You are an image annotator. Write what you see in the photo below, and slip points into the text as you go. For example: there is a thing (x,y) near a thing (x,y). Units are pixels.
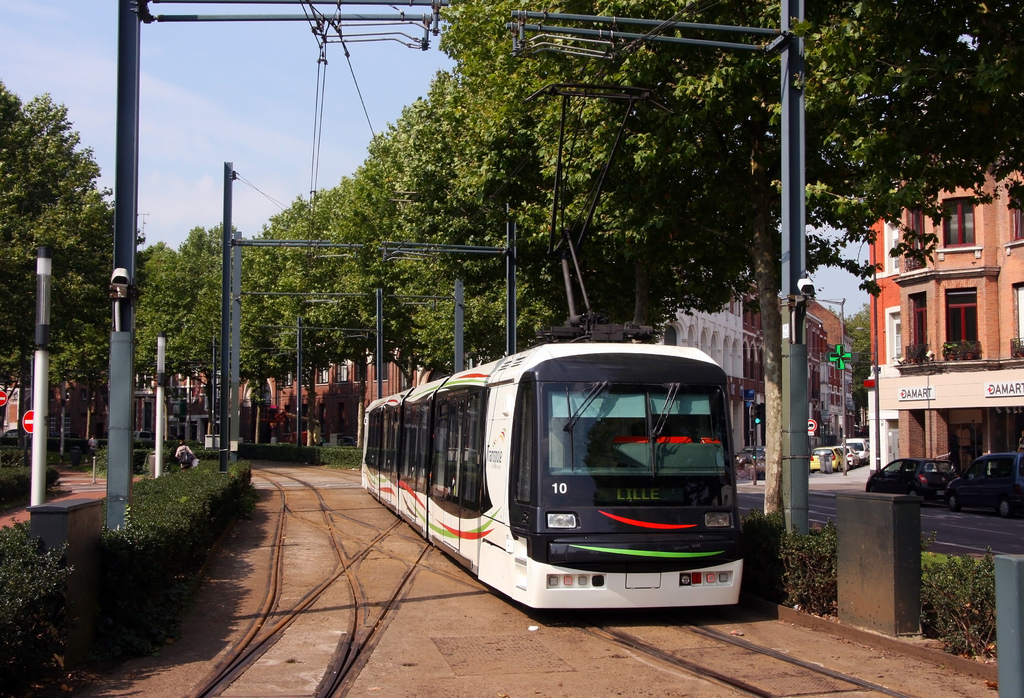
In this image in the center (436,406) there is a train (595,433), and on the right side (952,286) there are some buildings (959,300), poles (793,379), vehicles (988,502), trees (867,378) and on the left side (114,269) there are some trees (103,326), plants (134,484), poles (123,399). And in the foreground (1010,675) also there are some poles (1012,666), at the bottom (396,613) there is sand (598,612) and railway track (333,514) and at the top of the image (195,106) there is sky (171,89).
